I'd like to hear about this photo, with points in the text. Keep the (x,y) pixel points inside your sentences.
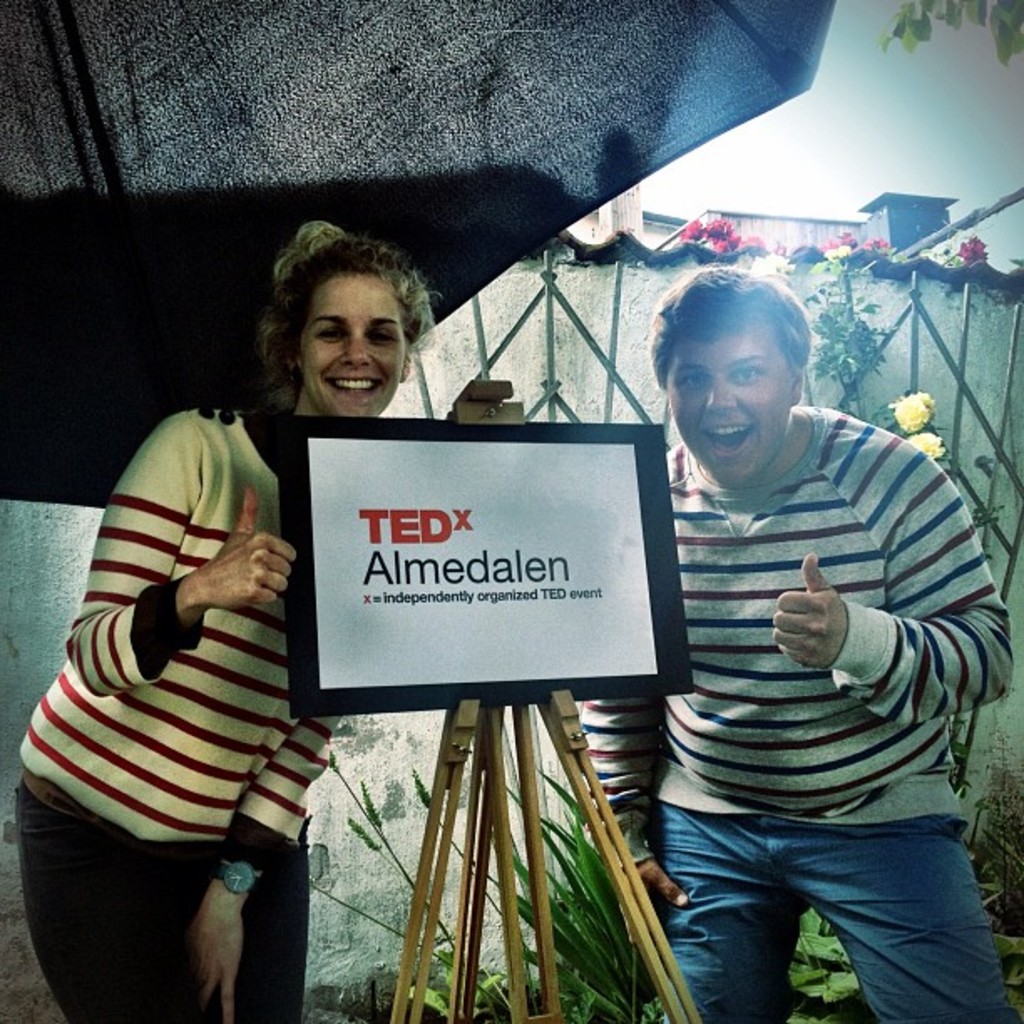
In this image, we can see two ladies (730,543) smiling and in the center of the image (473,588), there is a board (471,624) placed to a stand (500,756) and in the background (547,292), we can see a grill (915,311) and there is a building (885,211) and we can see some plants (601,956) also.
